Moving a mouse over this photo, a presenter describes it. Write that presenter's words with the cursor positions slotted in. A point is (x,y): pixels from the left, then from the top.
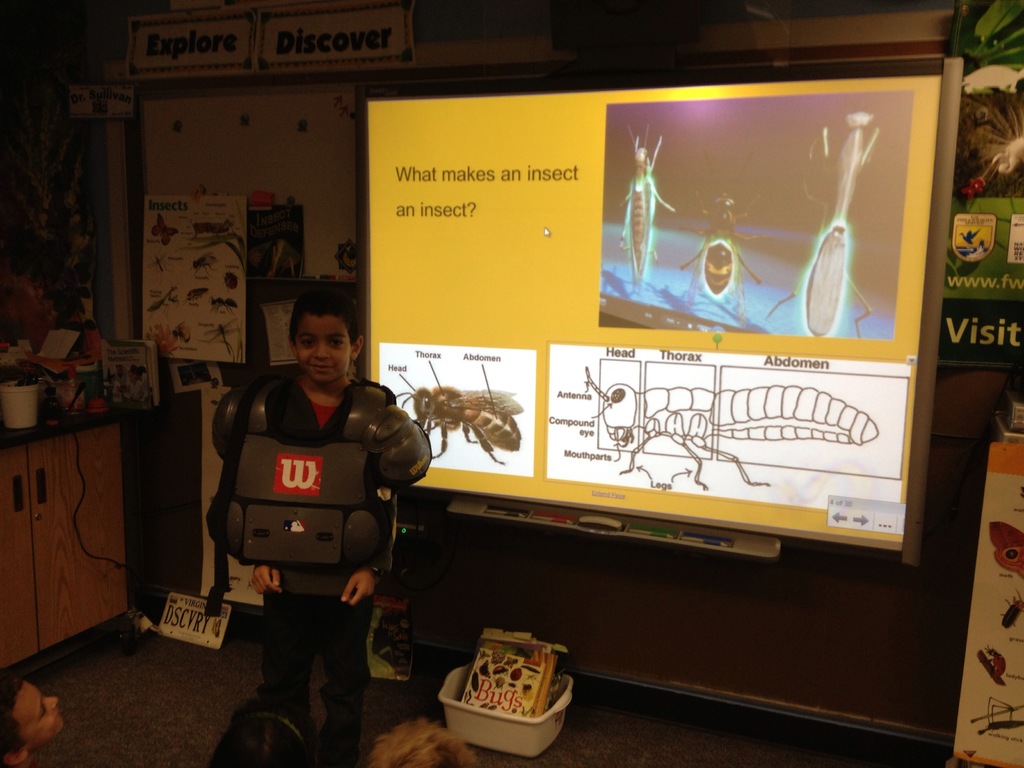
In this picture we can see a kid (298,486) in a costume (323,467). In front of the kid (300,462) there are some people (412,758). Behind the kid (316,509) there is a projector screen (535,257) and boards (1014,204). On the left side of the kid (316,486) there is a cupboard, cables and some objects (96,376).
